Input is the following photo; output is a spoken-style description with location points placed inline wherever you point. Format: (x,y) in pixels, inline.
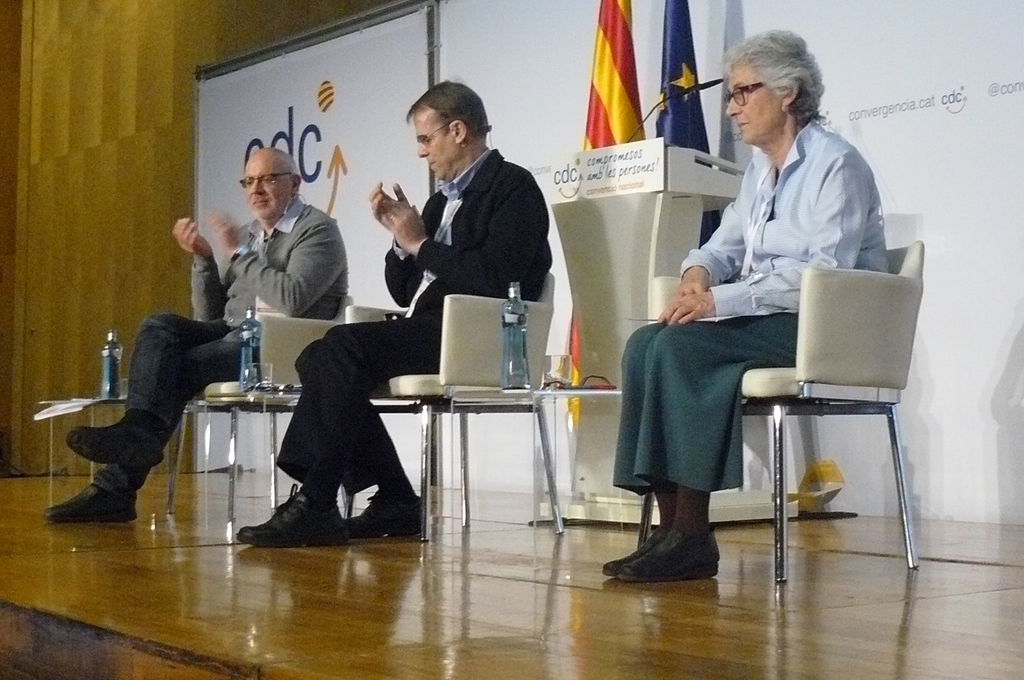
This picture shows two men (181,243) and one woman (773,96) seated on the chairs (662,300) and the men (297,254) clapping their hands (198,248) and we see water bottles (527,328) and Podium (654,221) with a microphone (719,81) and we also see two flags (598,132).
